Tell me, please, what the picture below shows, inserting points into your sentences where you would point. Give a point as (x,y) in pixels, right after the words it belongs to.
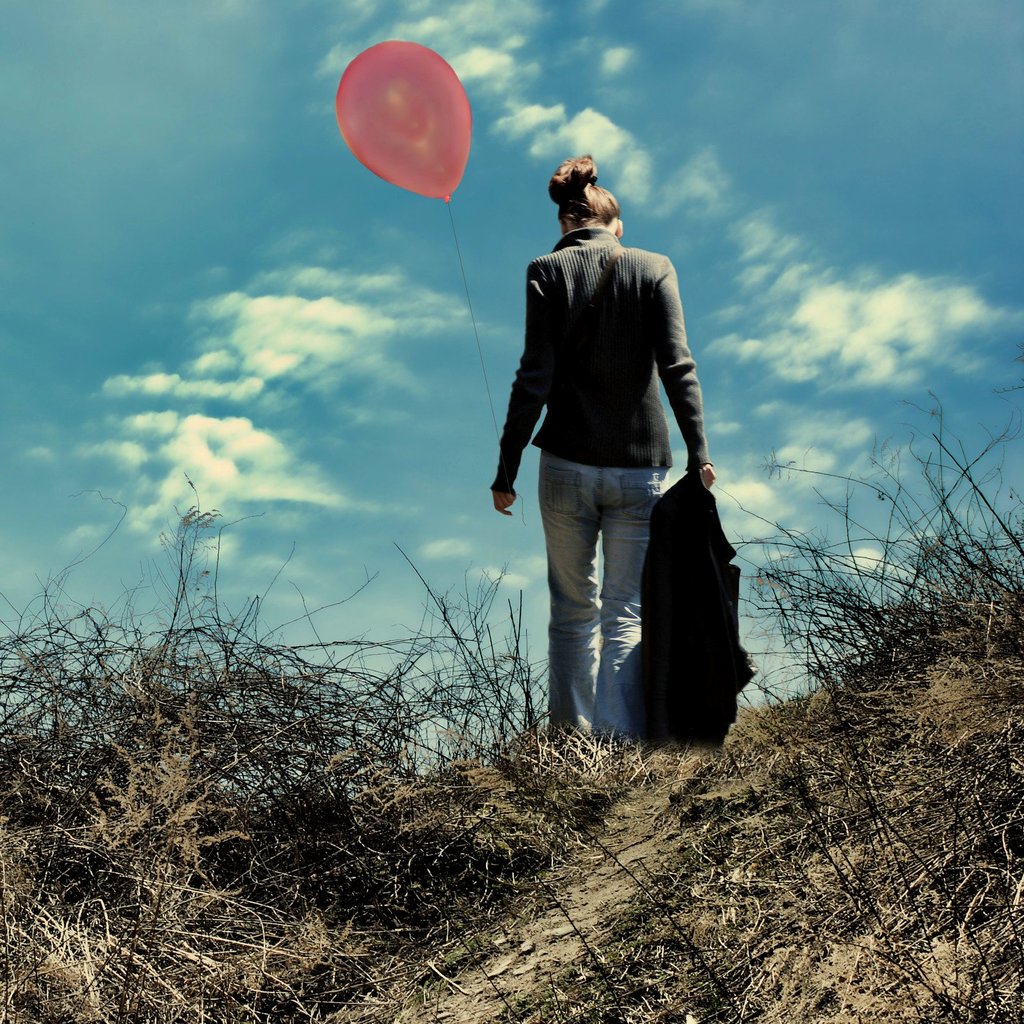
She is a woman (531,401) holding a balloon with help of a string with her left hand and she holds a jacket (663,657) with her right hand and we can see a blue cloudy sky (196,460) and some dry plants (500,724) around.
